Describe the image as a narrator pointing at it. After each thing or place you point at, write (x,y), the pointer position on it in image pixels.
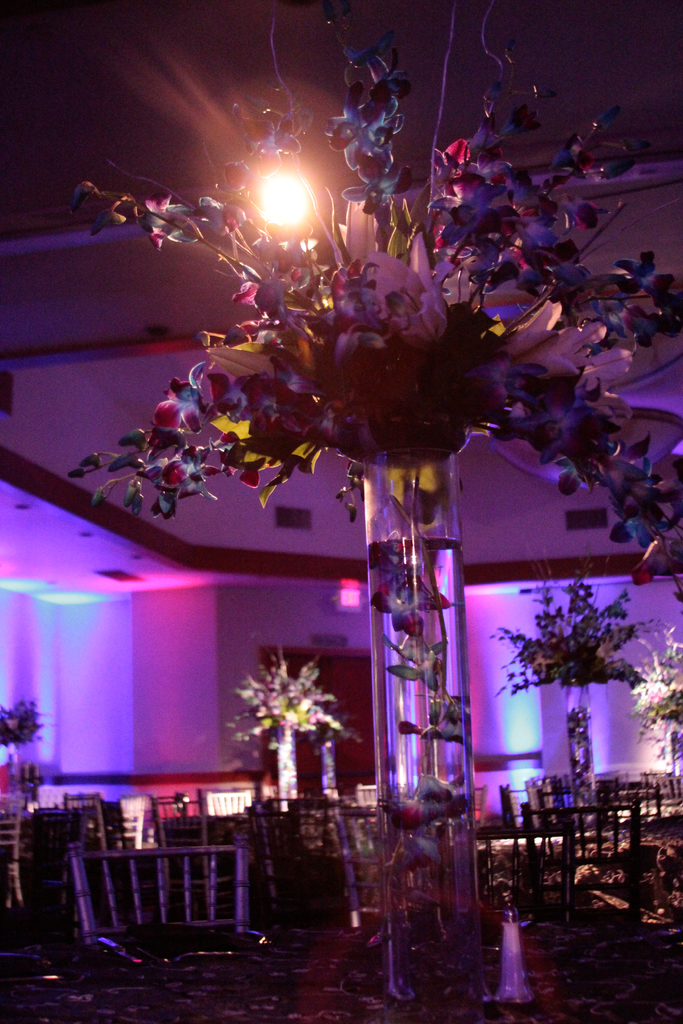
As we can see in the image there is wall (94,629), light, flower flasks (423,641), plants (544,649), table (131,954) and chair (528,840). The image is little dark.
